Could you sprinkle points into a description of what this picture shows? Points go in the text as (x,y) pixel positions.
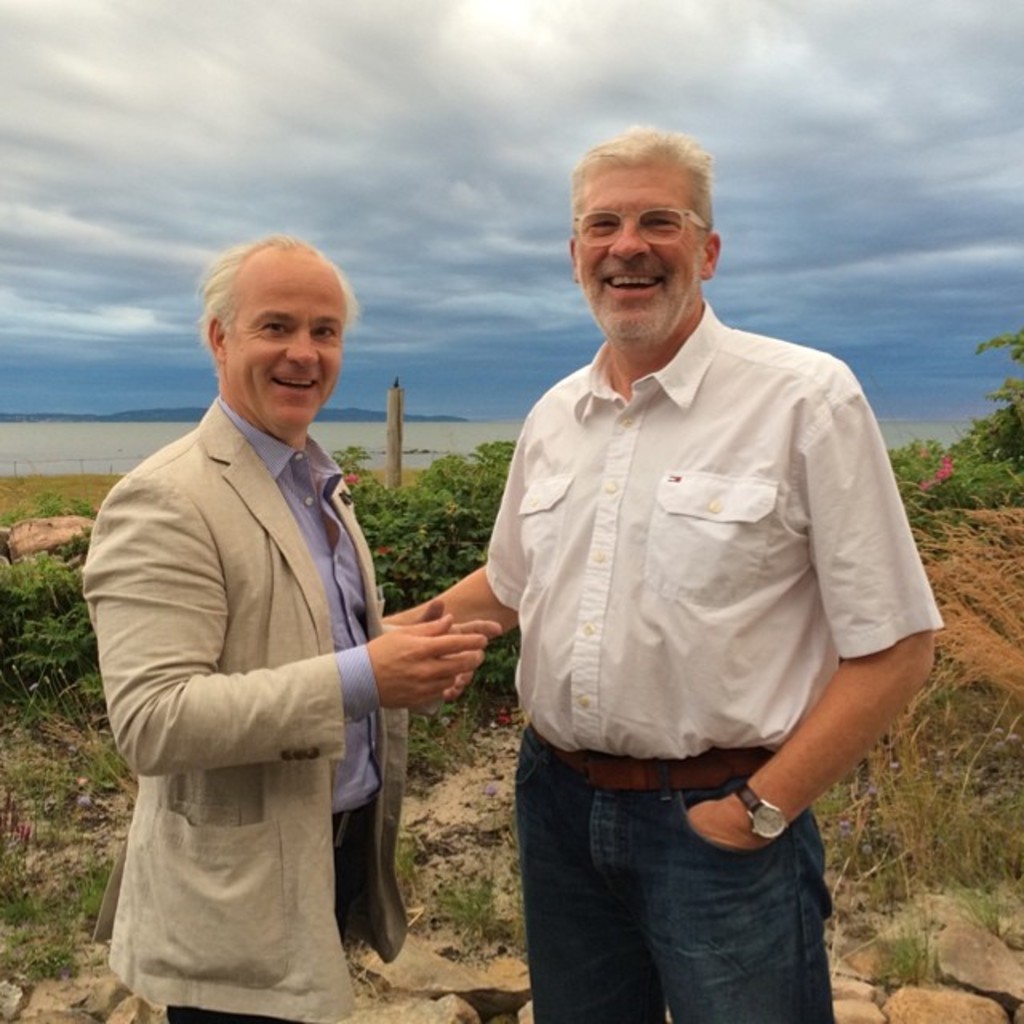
In this image there are persons (458,604) standing in the center (541,598) and smiling. In the background (399,511) there are trees (441,496), there is grass (51,811) on the ground (40,827), and the sky (420,169) is cloudy.
